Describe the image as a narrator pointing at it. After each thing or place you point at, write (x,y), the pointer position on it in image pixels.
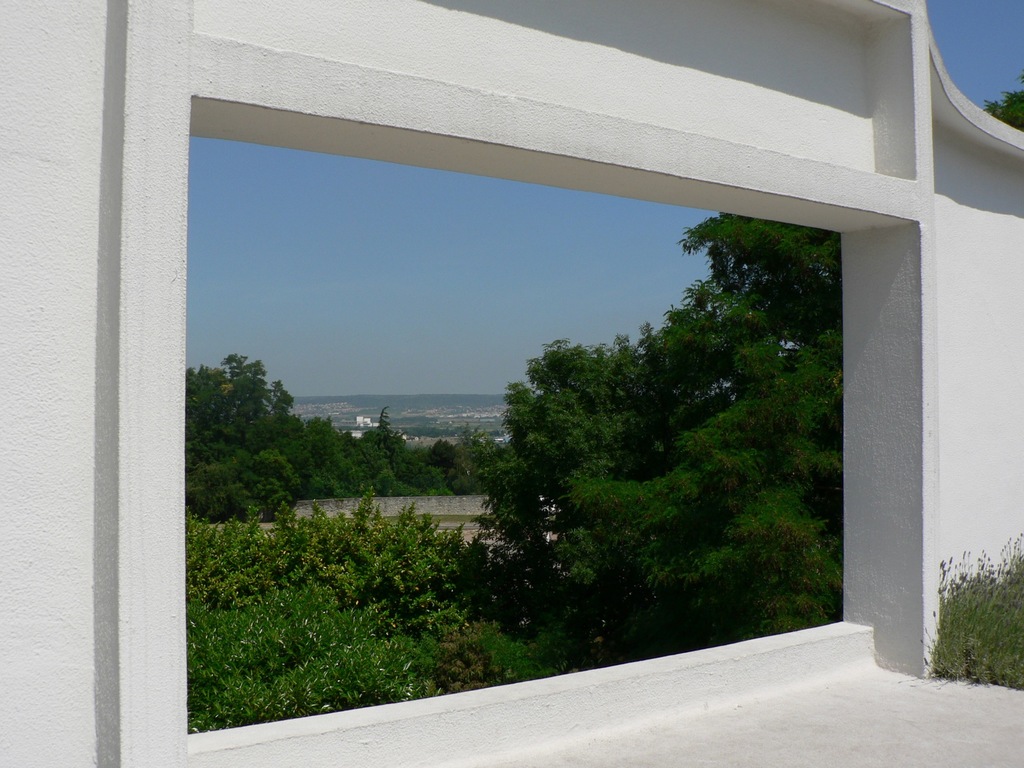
In the foreground of this image (366,697), there is a gap (730,454) in the wall (571,86). Through the gap (725,551), we can see the city (487,417) and the sky (395,251).
